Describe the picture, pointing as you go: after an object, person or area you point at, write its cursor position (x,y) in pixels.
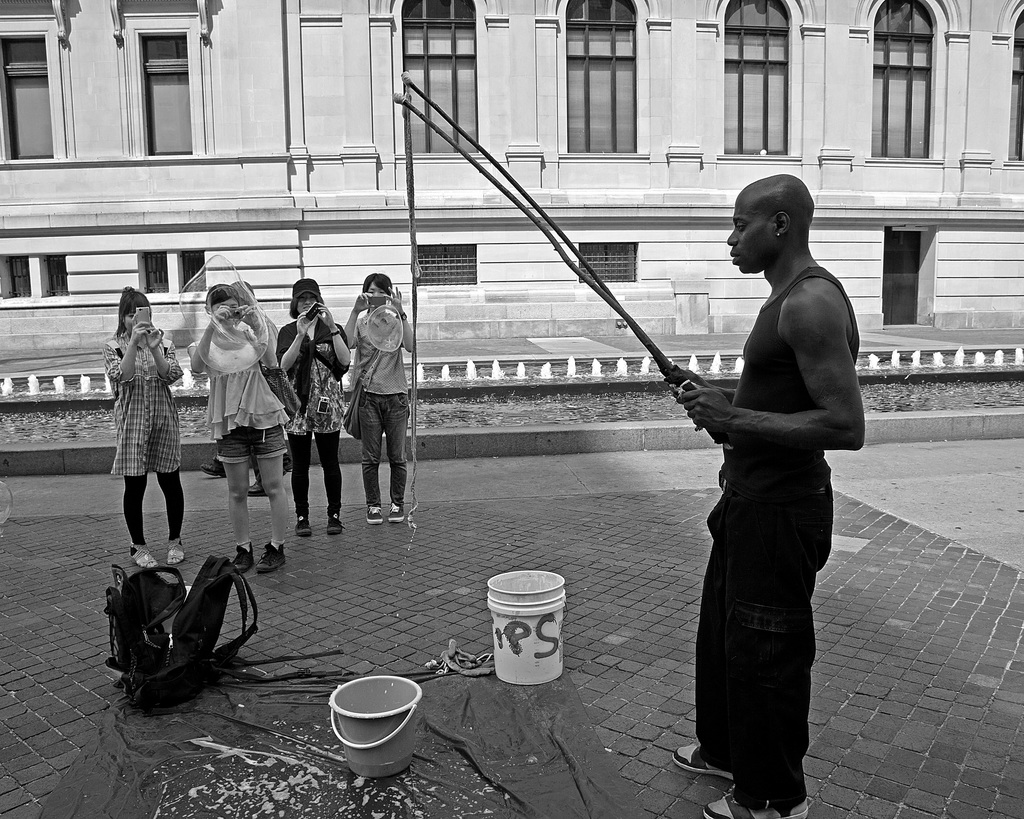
This is a black and white image. In this image there is a man (749,422) holding rods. In front of him there is a sheet (479,774). On that there are buckets (417,690). Also there is a bag (199,620). Also there are few people (235,377) standing and holding mobile (313,310). In the background (295,99) there is a building (514,136) with windows (622,125) and arches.
